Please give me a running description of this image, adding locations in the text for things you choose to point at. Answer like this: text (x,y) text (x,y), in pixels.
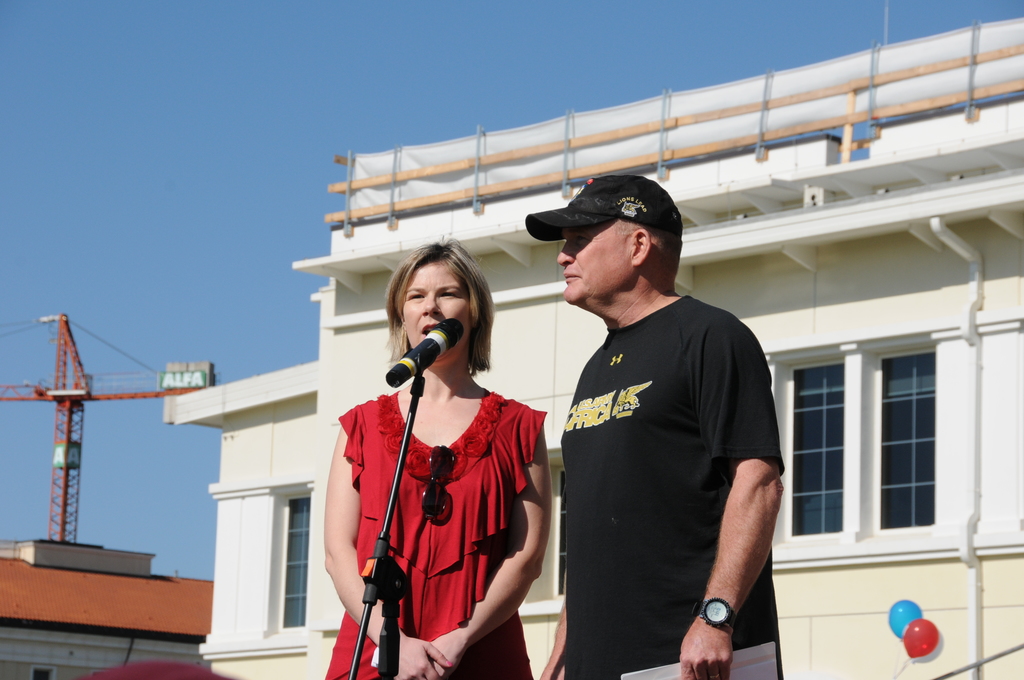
In this image, we can see a woman (413,594) and man (649,579) are standing near the stand (416,405) with mic (411,372). Here a woman (410,332) is open her mouth (430,330). Background (852,470) we can see houses (871,499), glass windows (932,453), walls (962,415), railing (389,225). On left side (125,355), there is a tower (56,476). Top of the image (228,149), we can see the sky (285,121). At the bottom of the image (919,651), we can see balloons (912,628). Here a person (667,587) is holding some object (732,667) in his hand (691,661).
